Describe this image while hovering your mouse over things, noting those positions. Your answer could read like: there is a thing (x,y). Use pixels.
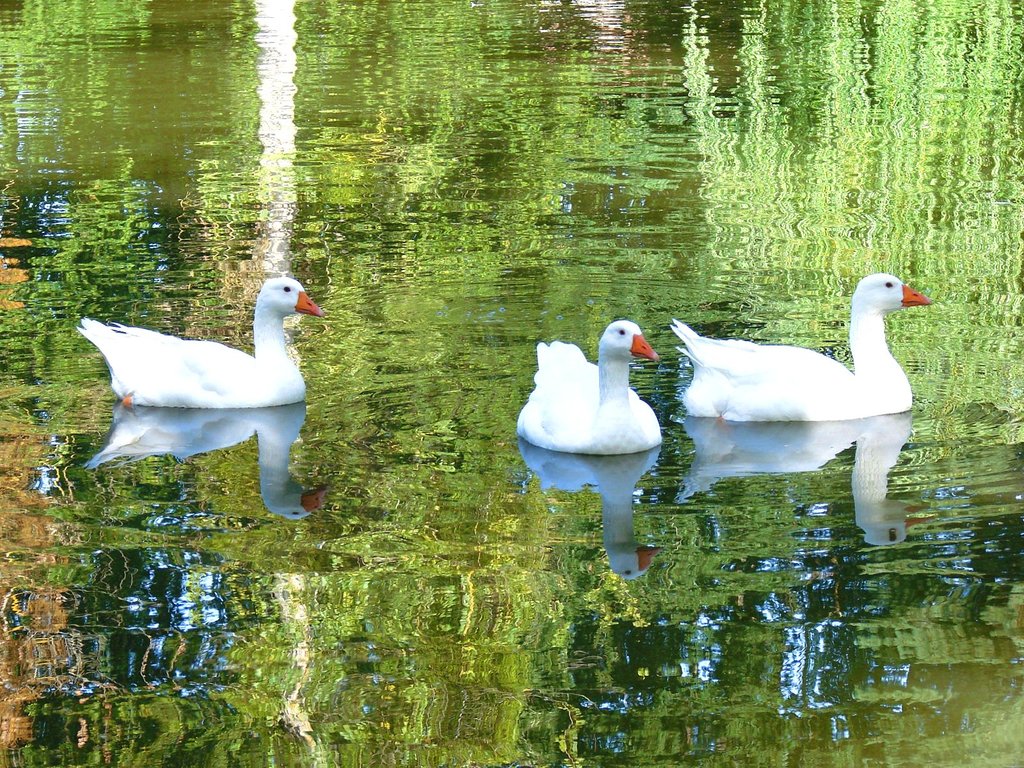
This image consists of three geese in white color are swimming in the water (416,654). At the bottom (358,590), there is water (535,59). And we can see the reflection (825,309) of trees (397,214) and plants (49,320) in the water (293,452).
